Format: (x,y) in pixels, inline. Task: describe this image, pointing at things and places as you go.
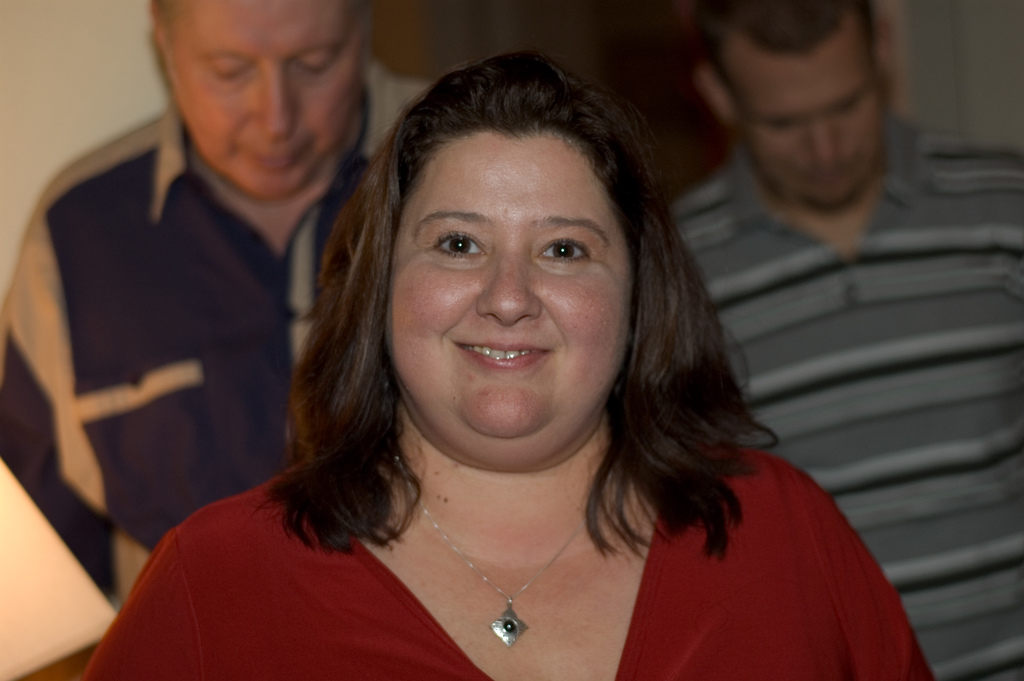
In the center of the image (353,247) there is a lady (297,434) wearing red color dress (104,636). In the background of the image (715,273) there are two persons (110,152).
